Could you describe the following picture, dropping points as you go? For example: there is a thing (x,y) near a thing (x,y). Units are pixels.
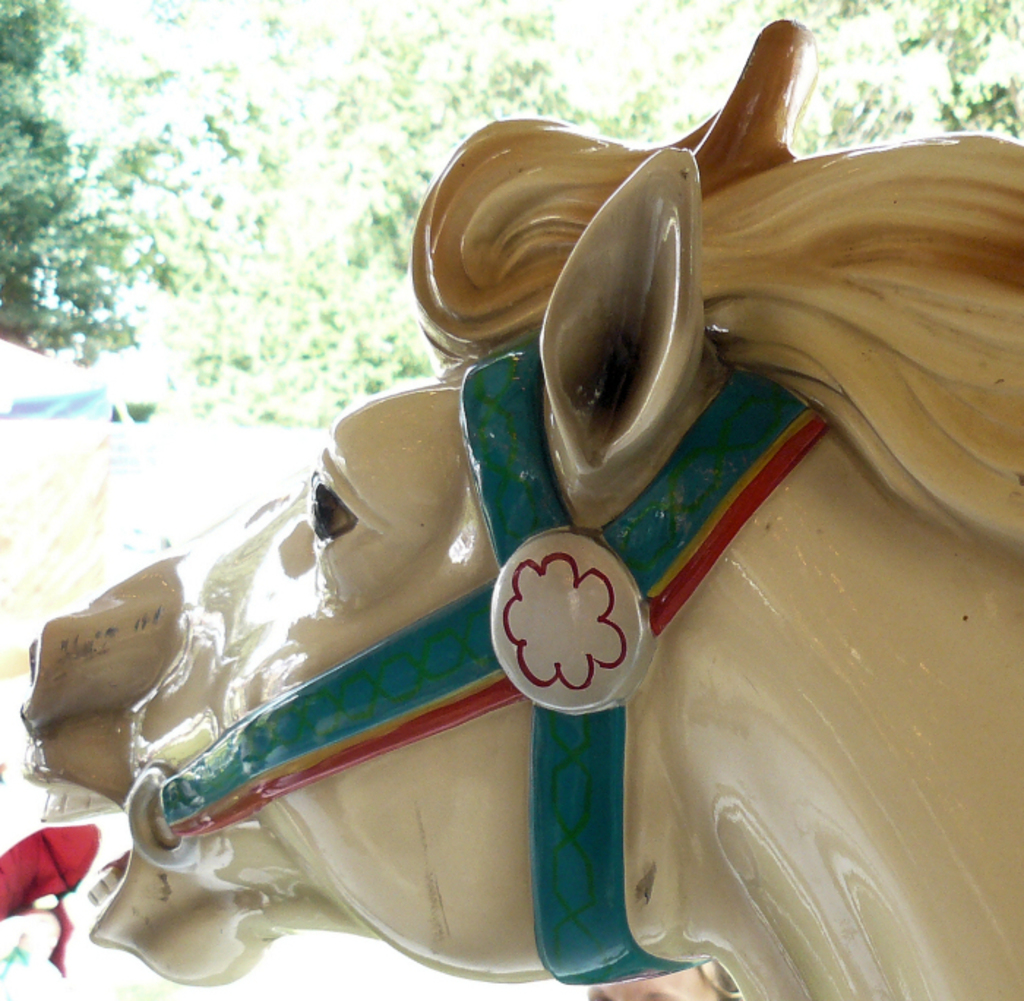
In this picture we can see a statue (596,944) of a horse (353,412) and in the background (59,166) we can see trees (228,92).
